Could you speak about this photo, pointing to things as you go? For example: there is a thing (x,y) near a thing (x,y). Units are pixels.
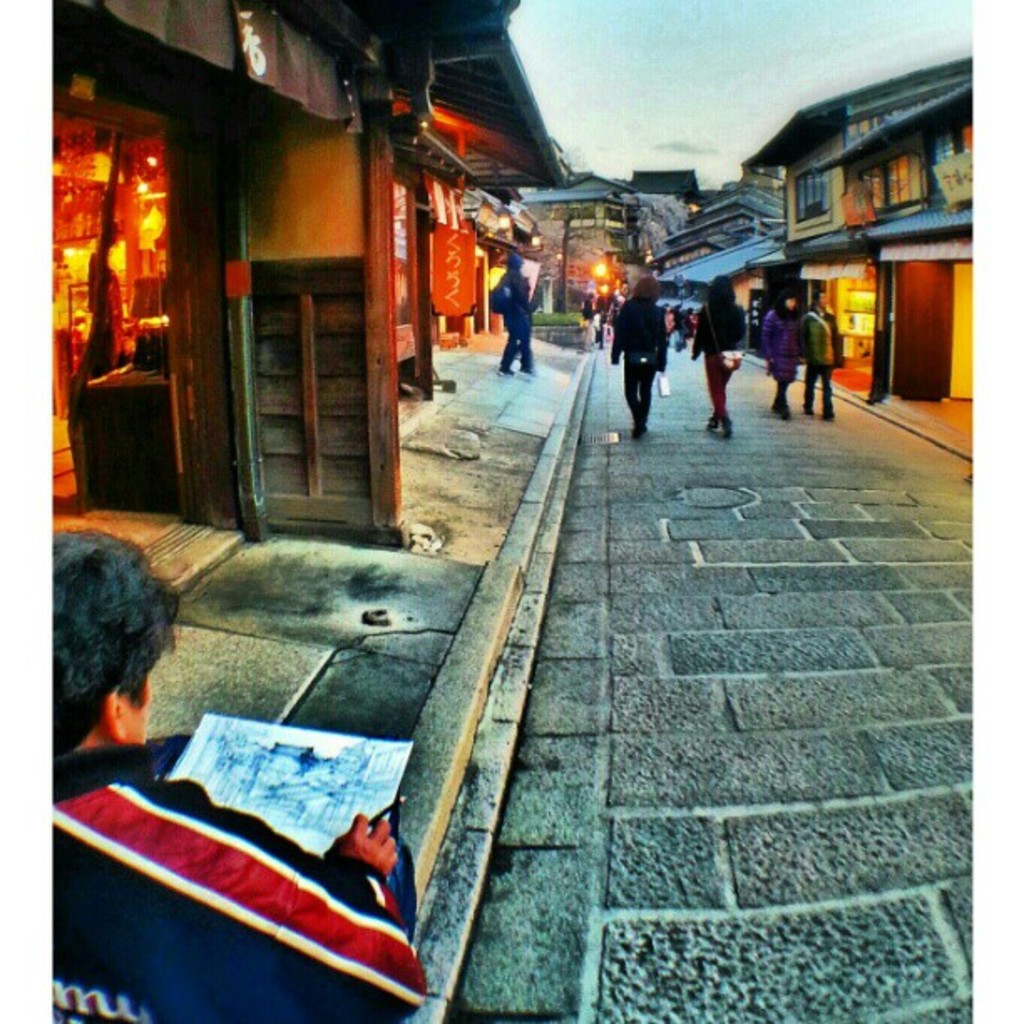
In the image we can see there is a man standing and another person (241,845) is sitting on the footpath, he is holding a paper (344,785). There are other people (628,325) standing on the road (670,361), on the both sides of the road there are buildings (636,227).
